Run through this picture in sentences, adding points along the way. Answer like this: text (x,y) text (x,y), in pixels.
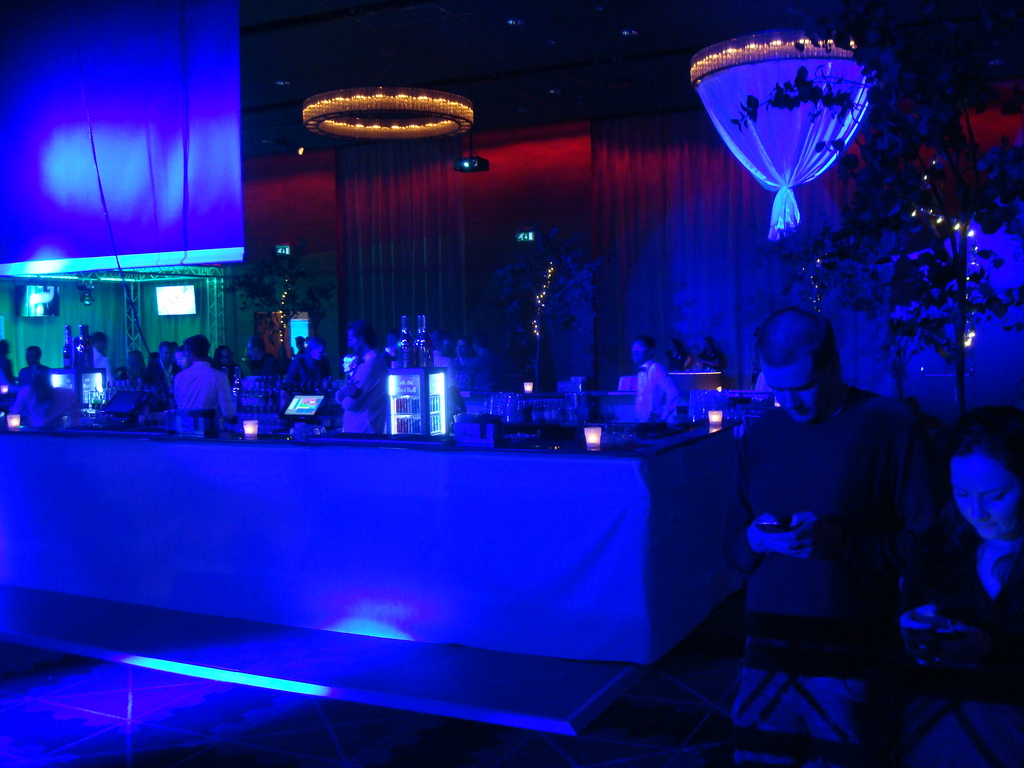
Here in this picture we can see a table (282,469), on which we can see bottles (586,442) with candles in it and we can also see monitor screens (318,401) and we can see people (808,495) standing over the place and on the left side (230,113) we can see a projector screen (207,213) present and at the top (350,126) we can see a chandelier (420,99) present and we can also see plants (844,280) present and we can see television screens (40,295) on the wall (159,326) and we can see the whole area is in blue color.
